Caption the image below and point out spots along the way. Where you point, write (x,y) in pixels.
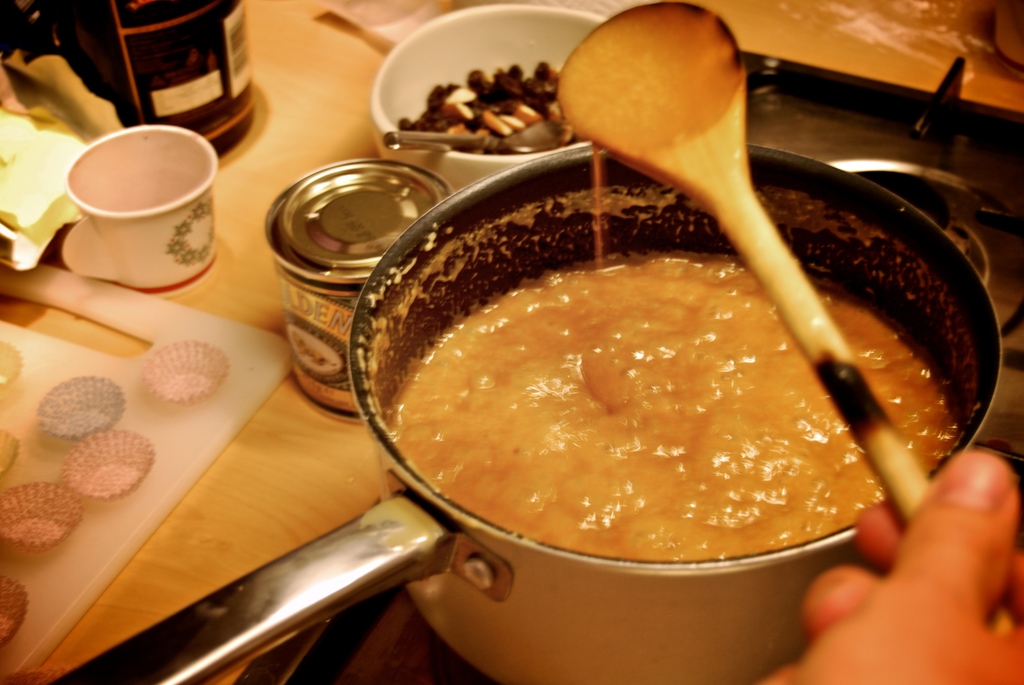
In the center of the image (423,387) there is a vessel (672,631) in which there is a food item (703,402). At the bottom of the image (970,505) there is a person's hand (890,528) holding a spoon (675,71). There are other objects (472,46) on the table (358,42). There is a chopping board (13,648) to the left side of the image (65,443).
